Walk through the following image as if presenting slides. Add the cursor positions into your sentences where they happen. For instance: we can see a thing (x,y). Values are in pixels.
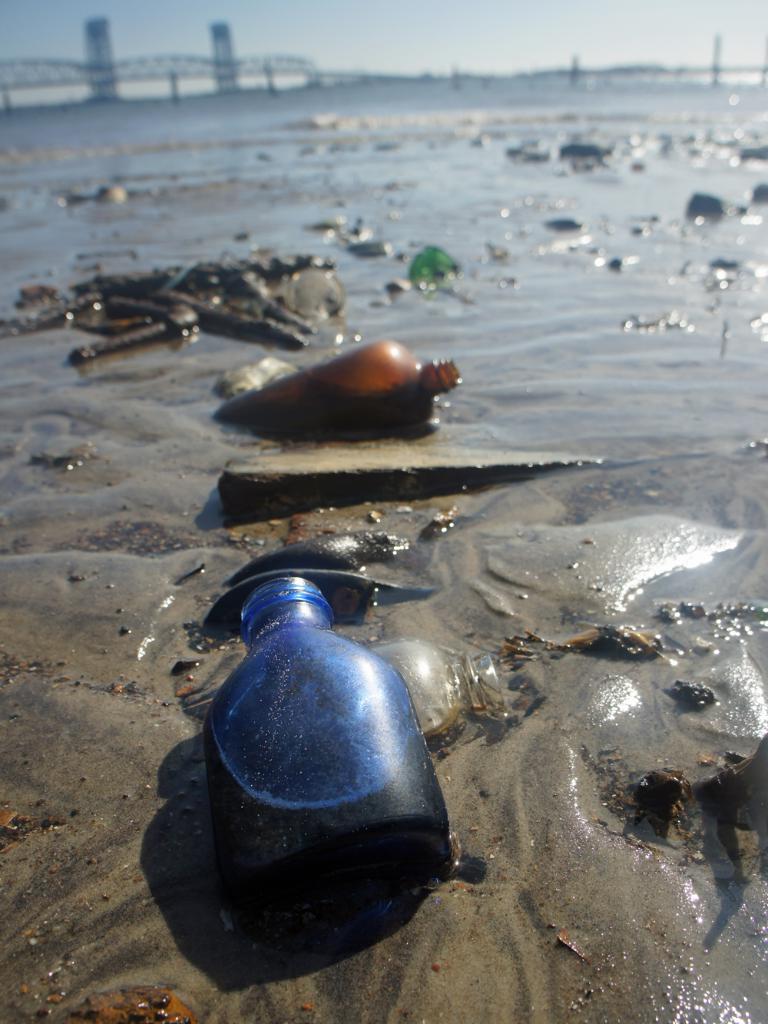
In the picture we can see the sand (362,521) with water (535,445) with different bottles (348,688) and dirt mud (492,250), far away we can see a bridge (105,80), here we can also see the sky (453,42).
